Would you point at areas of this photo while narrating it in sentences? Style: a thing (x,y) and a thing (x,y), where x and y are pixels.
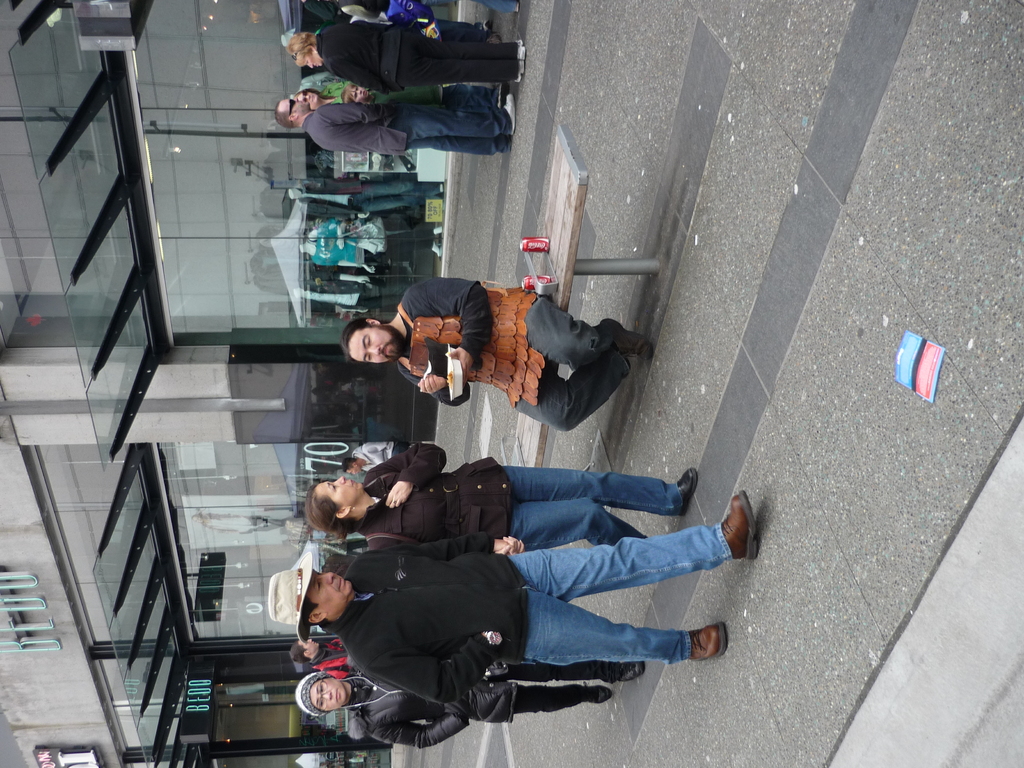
This picture describes about group of people (397,484), few are walking and few are standing, in the middle of the image (411,348) we can see a man (483,351), he is seated on the bench (566,286), beside to him we can find few tins (522,248), and he is holding a plate (464,372), in the background (354,300) we can find few buildings (108,419) and mannequins (345,255).
